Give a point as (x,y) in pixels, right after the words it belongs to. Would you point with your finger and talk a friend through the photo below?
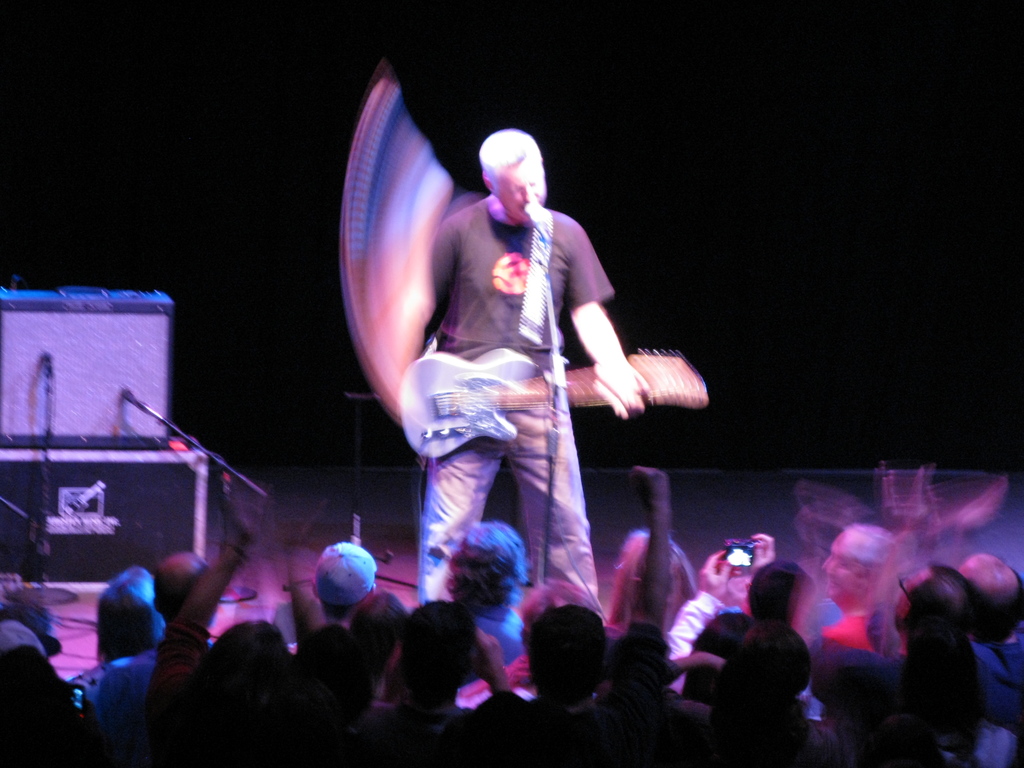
In the image it looks like a concert, there is a man (526,298) standing on the stage (400,552) and playing the guitar (477,381), behind him there are some equipment (26,429) and in front of the stage (264,555) there is crowd (683,575).
